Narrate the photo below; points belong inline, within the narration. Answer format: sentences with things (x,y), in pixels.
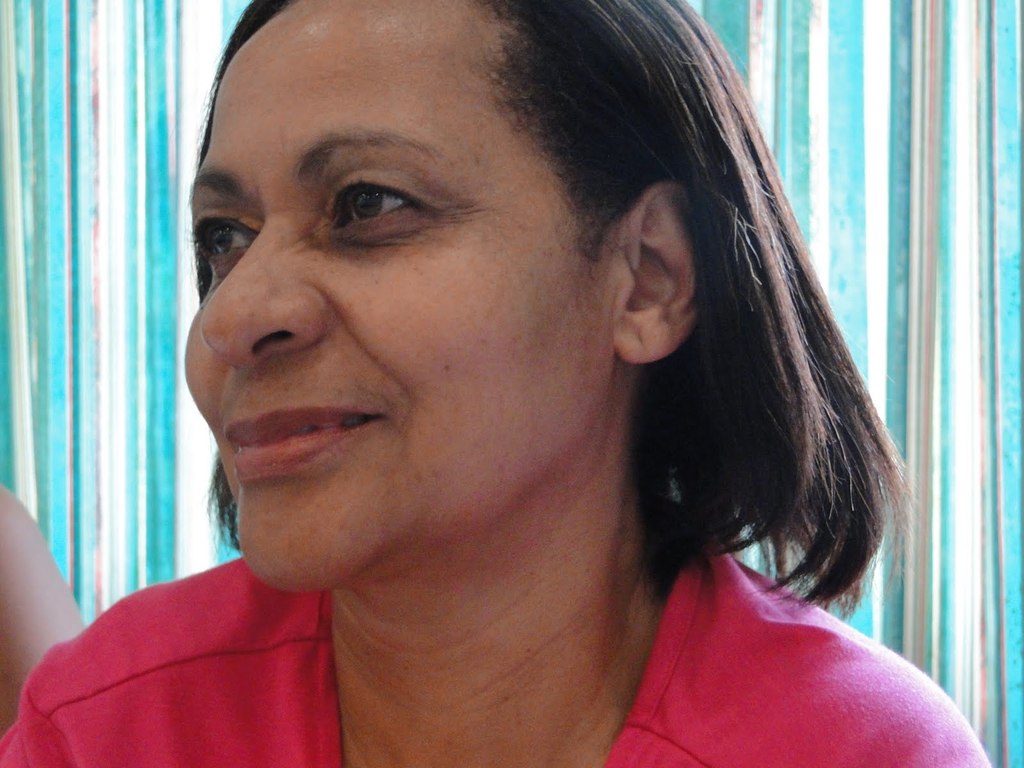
In this image we can see a lady person (392,598) red color dress (211,702) and in the background of the image (50,410) there is blue color curtain (50,410).
